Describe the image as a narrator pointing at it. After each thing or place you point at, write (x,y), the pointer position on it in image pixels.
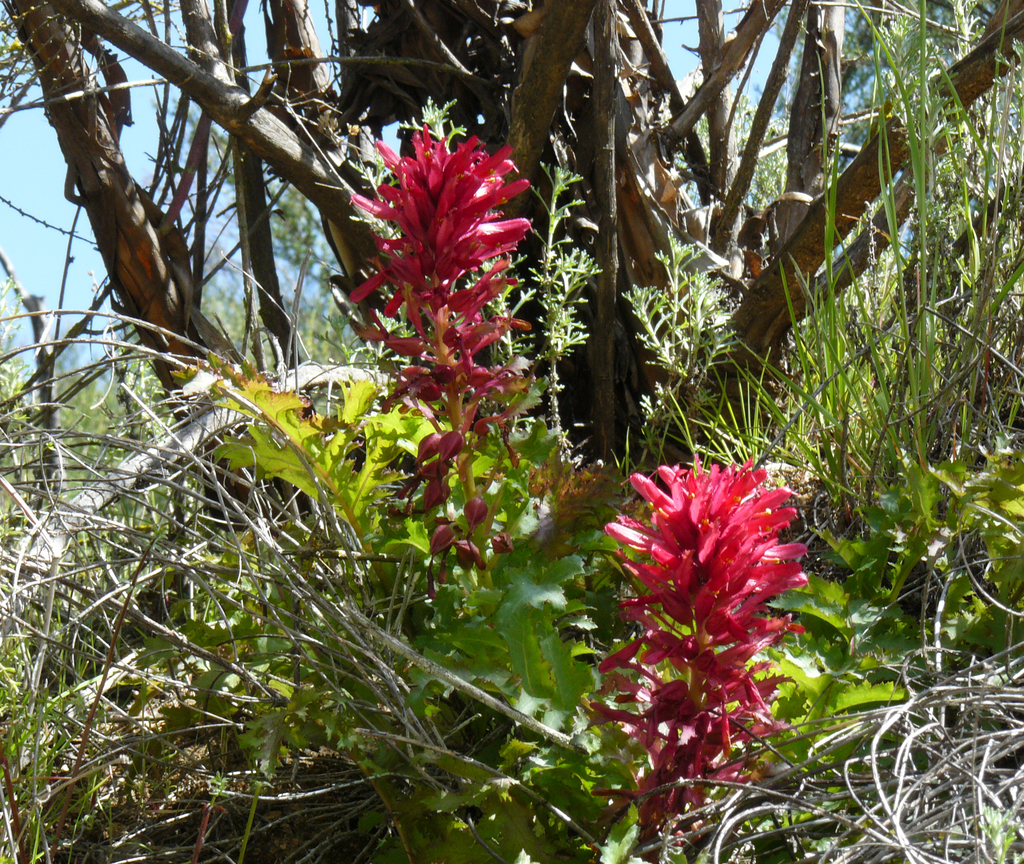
In this image we can see the plants (533,510), trees (623,112), grass (951,326) and also the sky (48,235).
